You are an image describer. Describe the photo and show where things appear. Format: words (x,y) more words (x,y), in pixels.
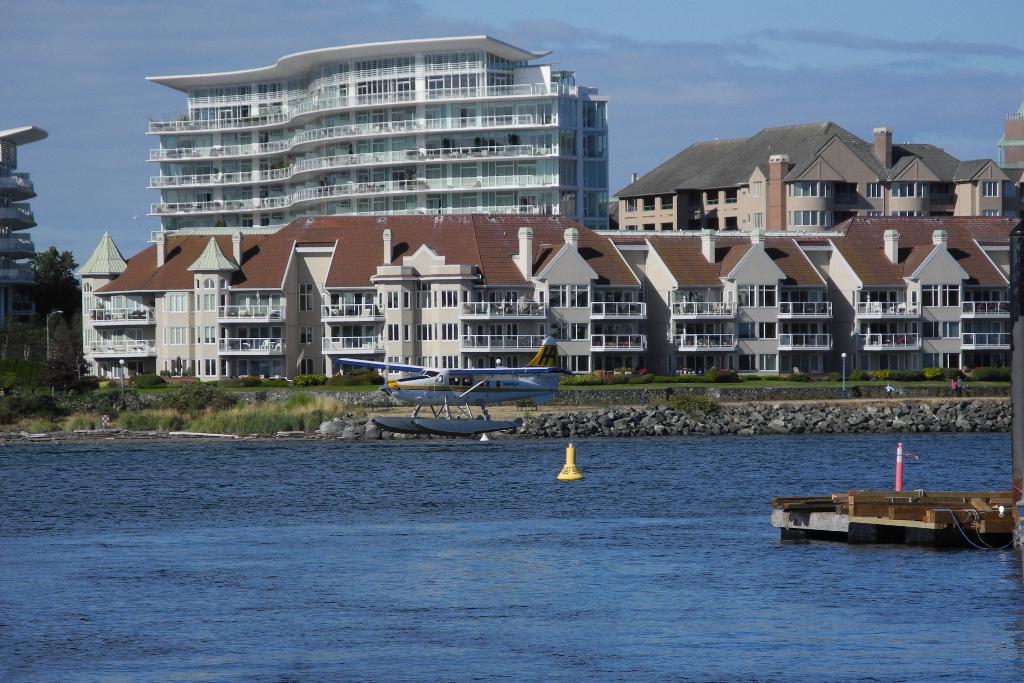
In the center of the image (547,382), we can see an airplane (431,379) and in the background (414,276), there are buildings (408,243) and we can see poles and lights (124,366). At the bottom (433,584), there is water (654,475) and we can see some objects (885,500).
